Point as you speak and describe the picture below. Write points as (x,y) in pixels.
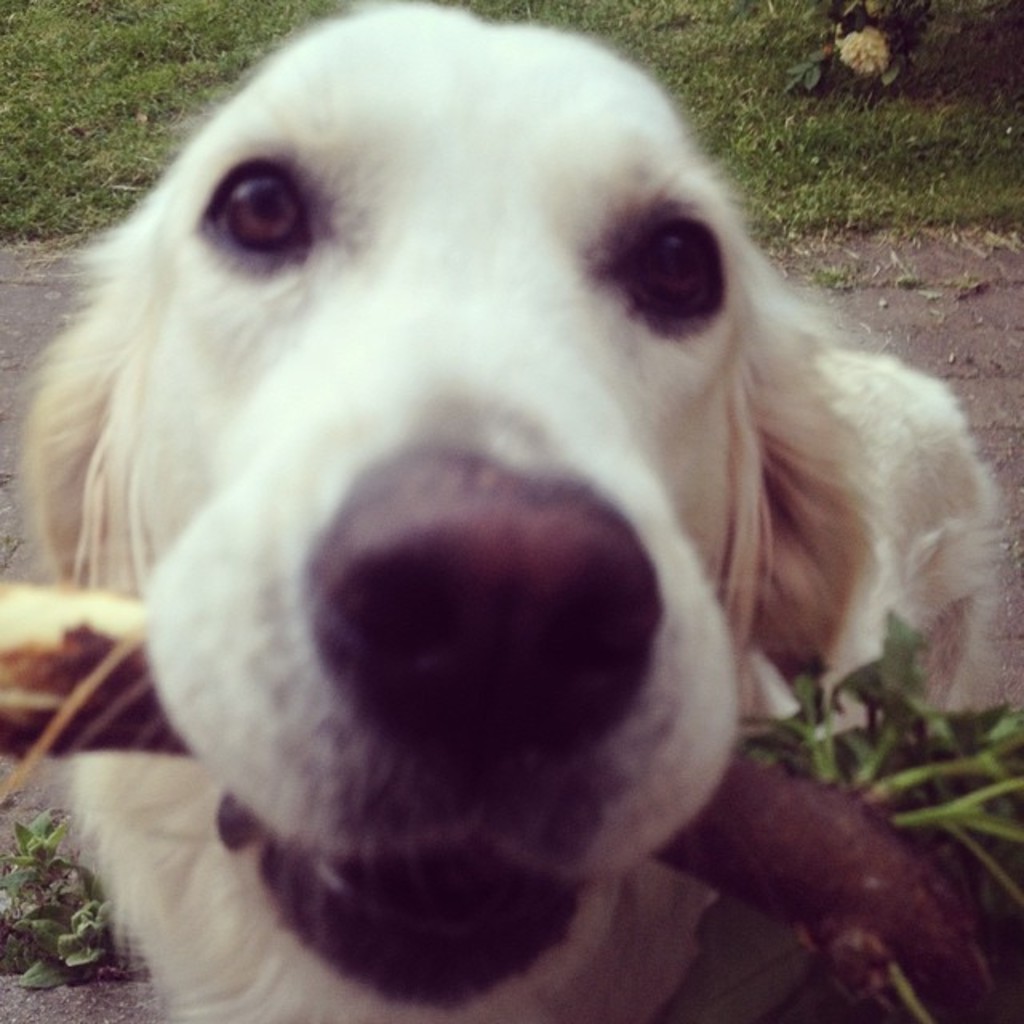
In this image there is a dog (697,285) holding a stick (106,639) with its mouth (397,826). Beside to it there are few plants (1022,916) on the path (1018,388). Top of image (788,110) there is grassland (726,117). Right top there is a plant (857,51) having flower (860,50).
